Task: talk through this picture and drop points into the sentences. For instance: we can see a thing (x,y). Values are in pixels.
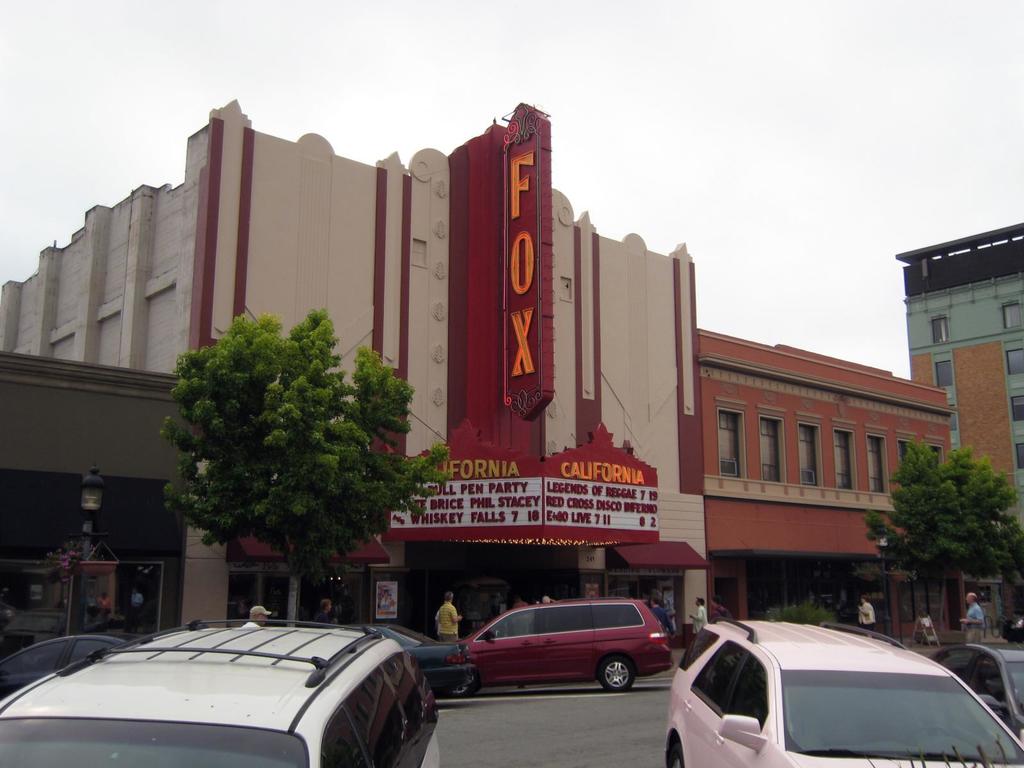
This image is clicked on the road (462,753). In the front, we can see a building (396,322). At the bottom (395,729), there are many cars (341,704) parked on the road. In the middle (359,510), there is a tree (366,468). At the top (447,98), there is a sky (417,80). On the right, there are two persons (962,620) walking. At the bottom (526,704), there is a road (560,712).
